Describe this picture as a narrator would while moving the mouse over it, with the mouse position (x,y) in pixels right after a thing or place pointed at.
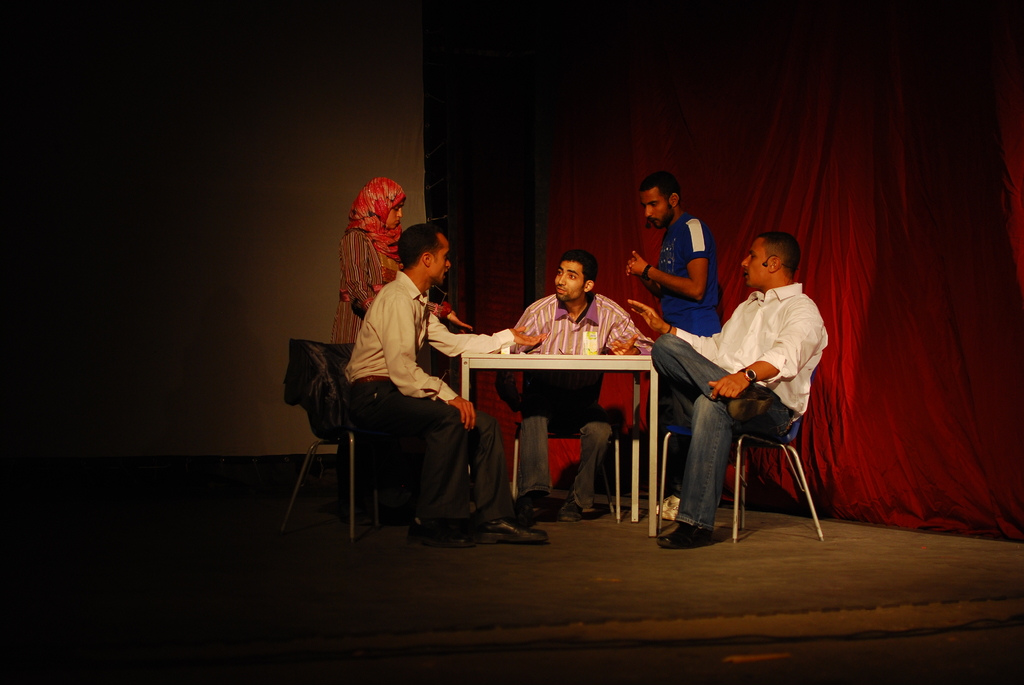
In this image we can see a group of people (619,334) sitting on the chairs (615,469) beside a table (588,357) containing an object (593,343) on it. We can also see a man (696,293) and a woman (387,270) standing on the floor (488,552) beside them. On the backside (307,147) we can see a wall (238,311) and a curtain (672,152).
